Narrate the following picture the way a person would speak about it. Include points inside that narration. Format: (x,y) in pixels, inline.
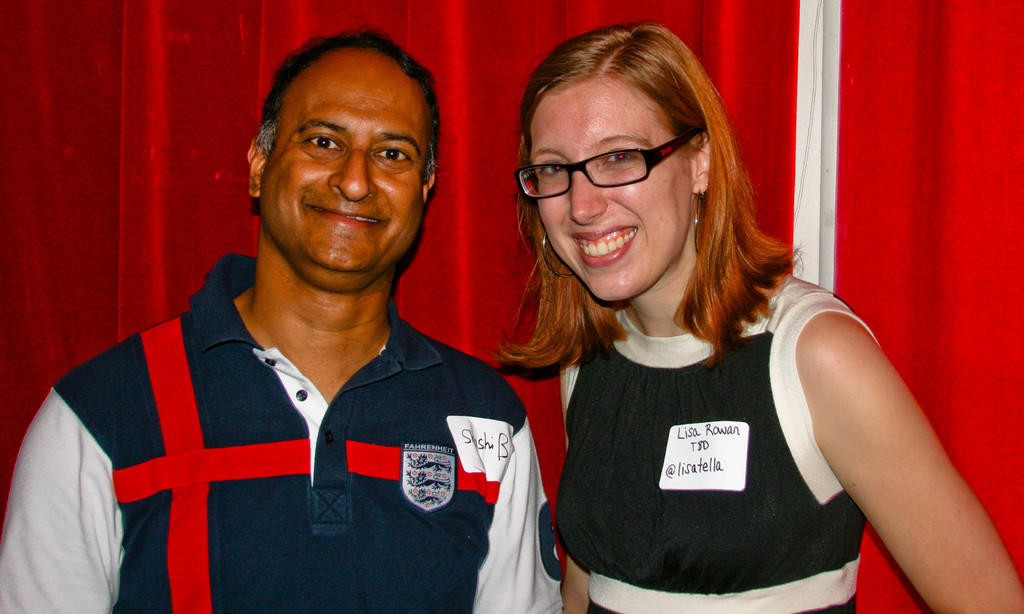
In this picture, I can see a man (407,380) and a woman (626,371) standing with a smile (363,209) on their faces (593,264) and women (579,206) wore spectacles (552,182) and red color curtains (861,118) on the back (883,223).
